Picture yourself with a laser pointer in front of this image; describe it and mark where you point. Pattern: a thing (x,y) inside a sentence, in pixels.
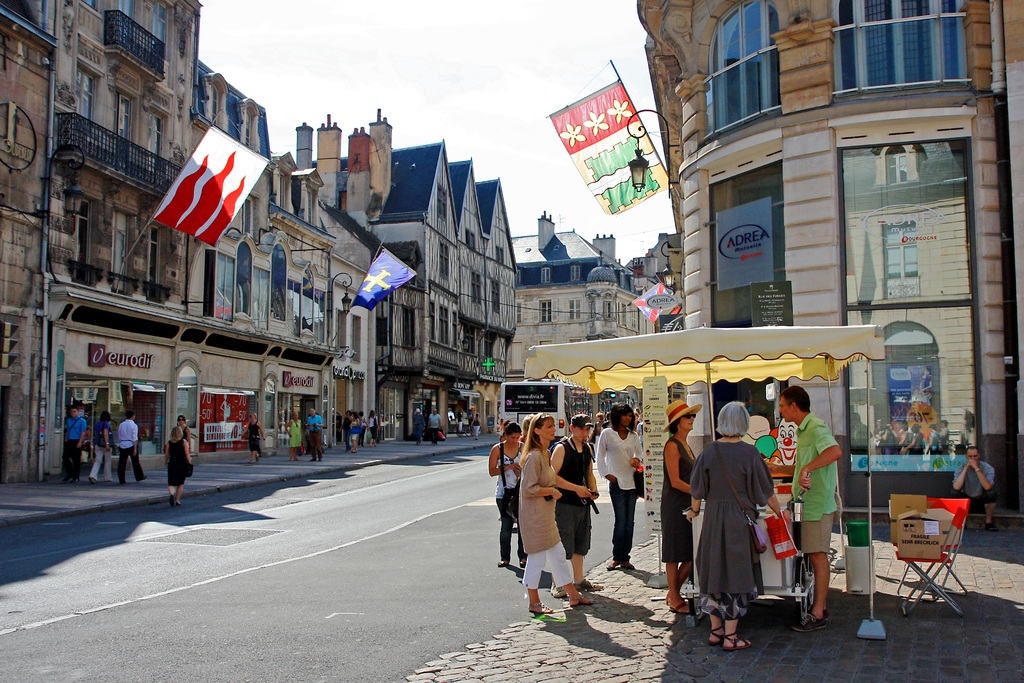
In this picture, we can see a few buildings (201,360) with windows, flags (625,149), doors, lights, fencing (100,137), glass doors (104,389), and we can see the road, vehicles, a few people (293,435), path (901,600) and some object (908,532) on the path (835,603) like chairs (930,581), poles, boxes (903,505), and we can see posters (653,388) and the sky (510,73).
